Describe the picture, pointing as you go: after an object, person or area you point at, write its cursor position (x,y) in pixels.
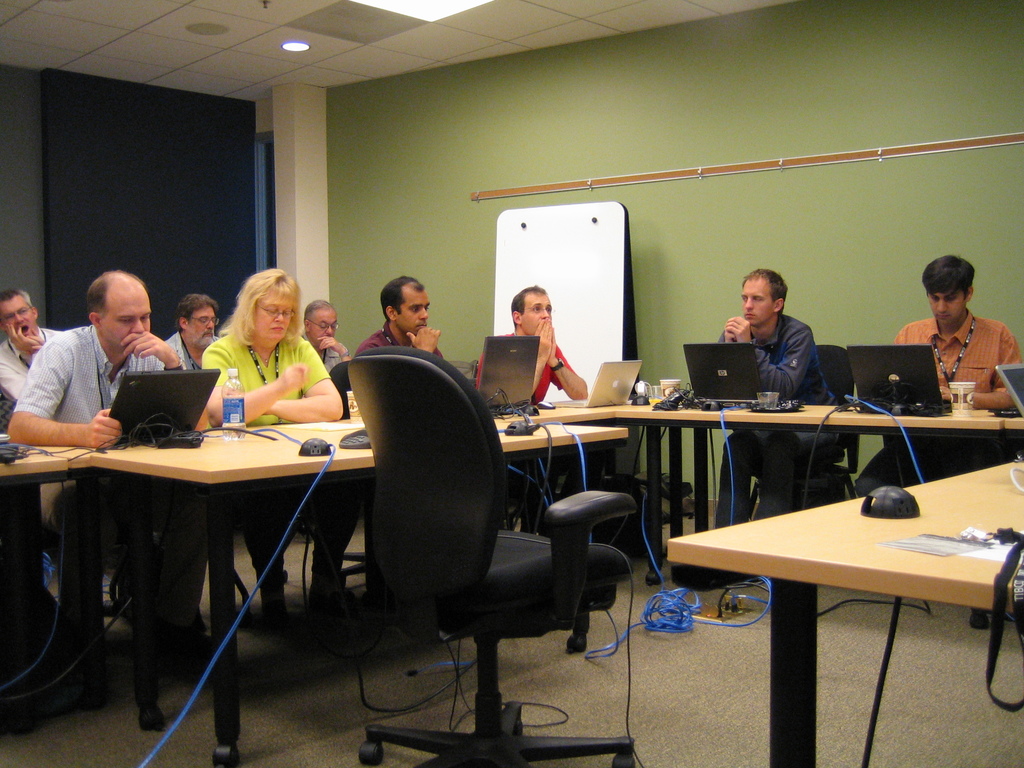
This picture is taken inside the room (935,398), There are some table (283,456) which are in yellow colors and there are some laptops (897,357) which are in black color, There are some people (77,379) sitting on the chairs (425,486), In the background (570,149) there is a green color wall (707,148) and a black color door (149,163), In the top (142,60) there is a white color roof (298,39).
